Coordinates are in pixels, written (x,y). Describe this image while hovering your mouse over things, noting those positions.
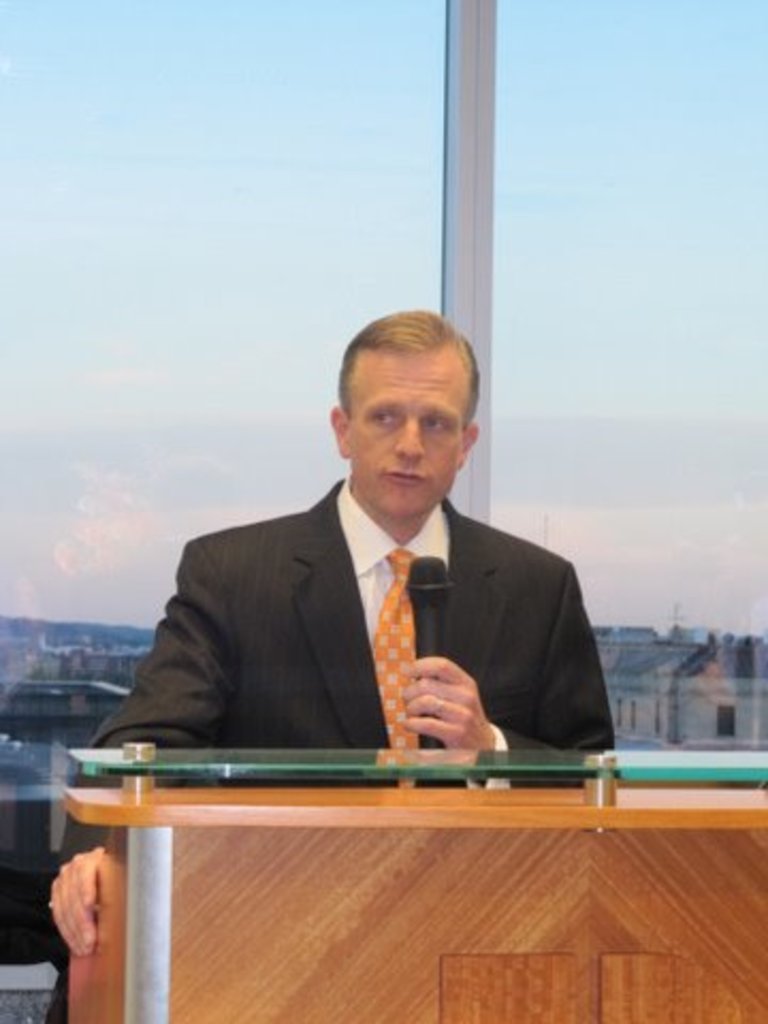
Here a man (521,558) is standing and speaking on a microphone (436,581) behind him there is a glass wall (89,508) and a sky (132,320).
